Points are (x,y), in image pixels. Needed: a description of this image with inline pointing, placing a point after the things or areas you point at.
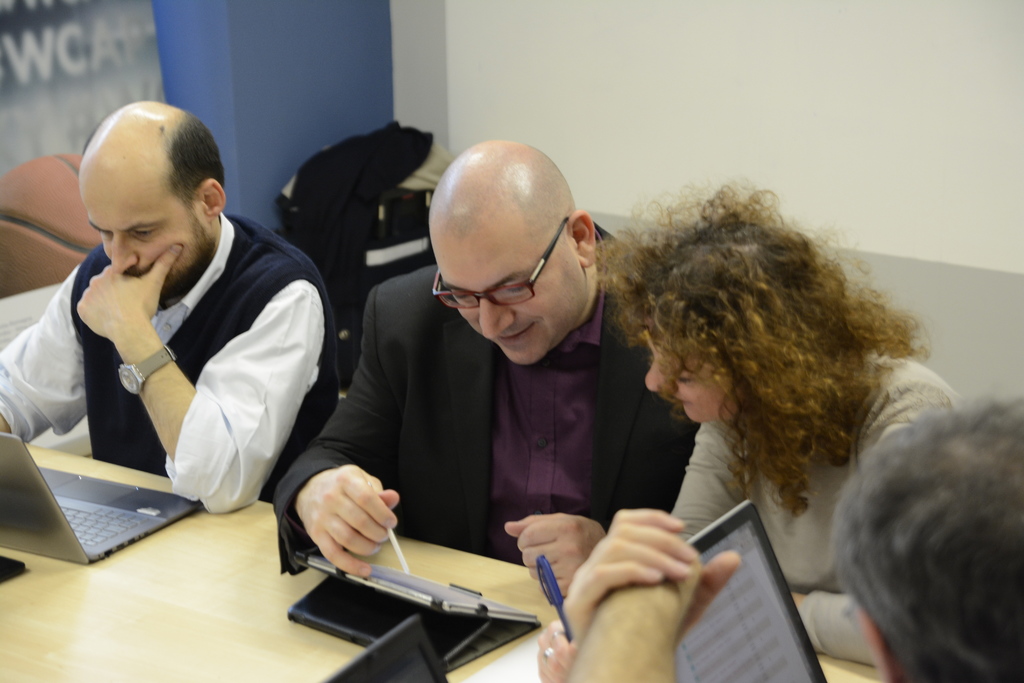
In this image we can see two men (355,394) and one woman (793,386) sitting in front of a table (238,560) and on the table (167,558) we can see a notepad (384,577) and also a laptop (88,508). There is also another person (925,537) on the right (971,590). In the background (826,30) we can see a plain wall (663,62).
